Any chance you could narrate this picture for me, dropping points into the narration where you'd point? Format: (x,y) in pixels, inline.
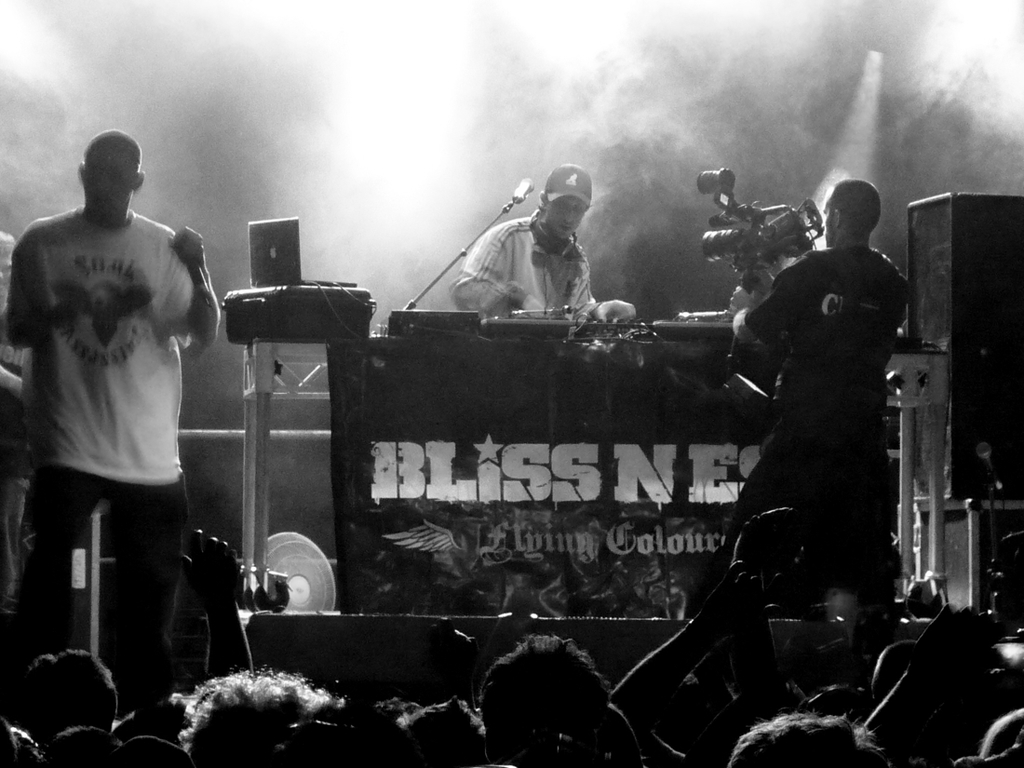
In this black and white picture there is a person (568,261) behind the table (557,372) having few objects (514,317) on it. A person (749,304) is holding a camera (793,229) in his hand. Left side (45,375) there is a person (79,363) standing on the stage (191,628). Bottom of the image (243,755) there are few persons (577,708). Right side (982,436) there are few objects (973,445).
